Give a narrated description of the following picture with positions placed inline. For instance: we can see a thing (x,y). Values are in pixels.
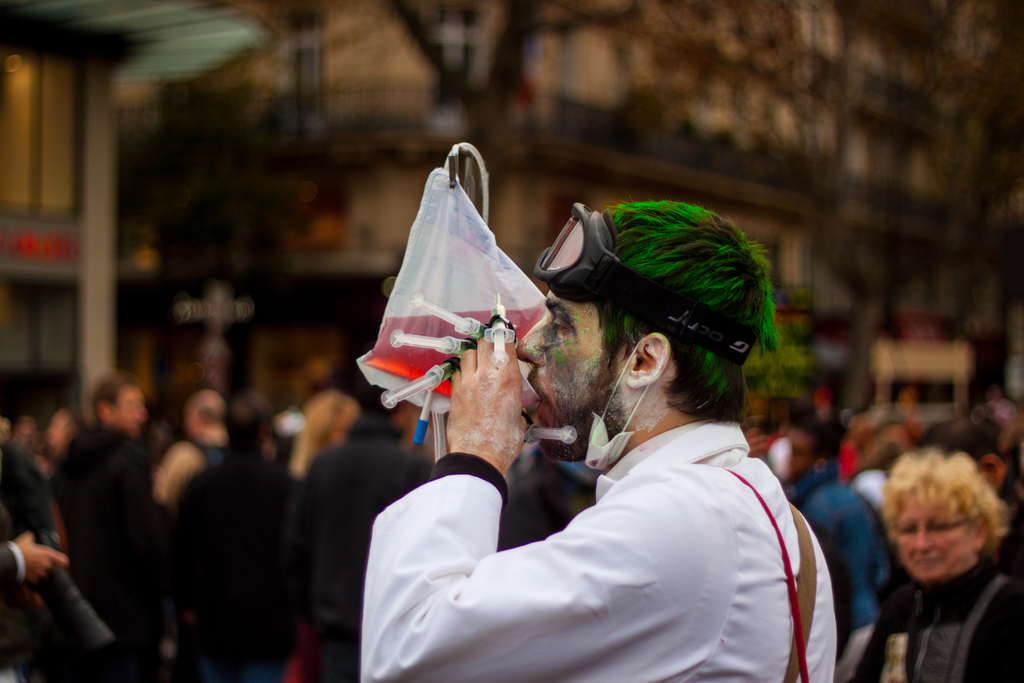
In this image on the foreground (678,514) a person (602,580) wearing white dress (664,549) is wearing a safety glasses (578,261) and mask (603,440). He is drinking something from a pouch (445,217). There are syringes (419,382) attached to his hand (471,355). In the background (426,445) there are many people (987,463), buildings (516,234). The background (240,489) is blurry.
